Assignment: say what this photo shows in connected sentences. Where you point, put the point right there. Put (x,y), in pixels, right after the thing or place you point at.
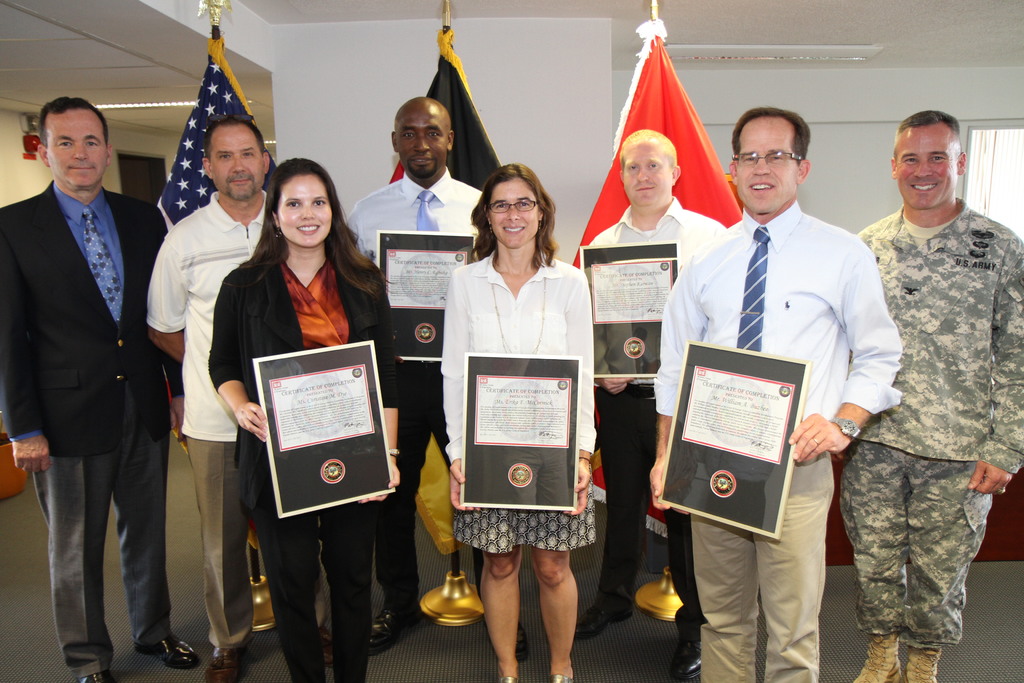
In this image we can see a group of persons (514,297) and among them we can see few people (558,335) holding objects (350,406). Behind the persons (451,195) we can see flags (675,118) and a wall (516,98). In the top left (78,41), we have a roof (48,22) and a light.
